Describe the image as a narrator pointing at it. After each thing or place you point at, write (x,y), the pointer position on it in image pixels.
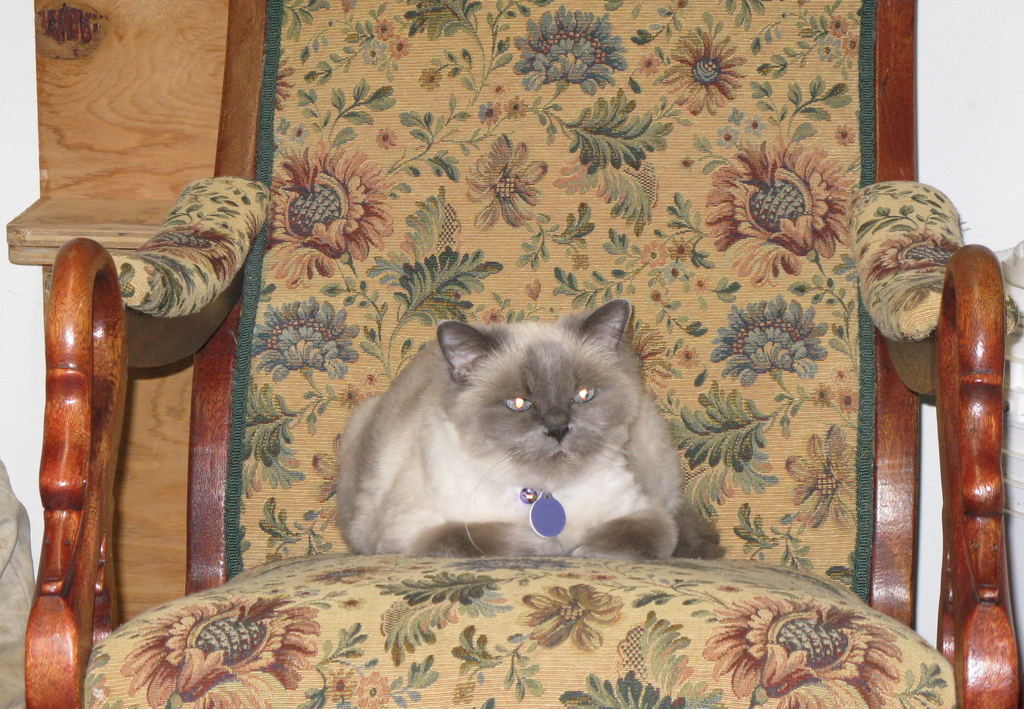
In this image I can see a cat (595,461) sitting on the chair (508,589). In the background (118,100) I can see some wood material (91,136).
